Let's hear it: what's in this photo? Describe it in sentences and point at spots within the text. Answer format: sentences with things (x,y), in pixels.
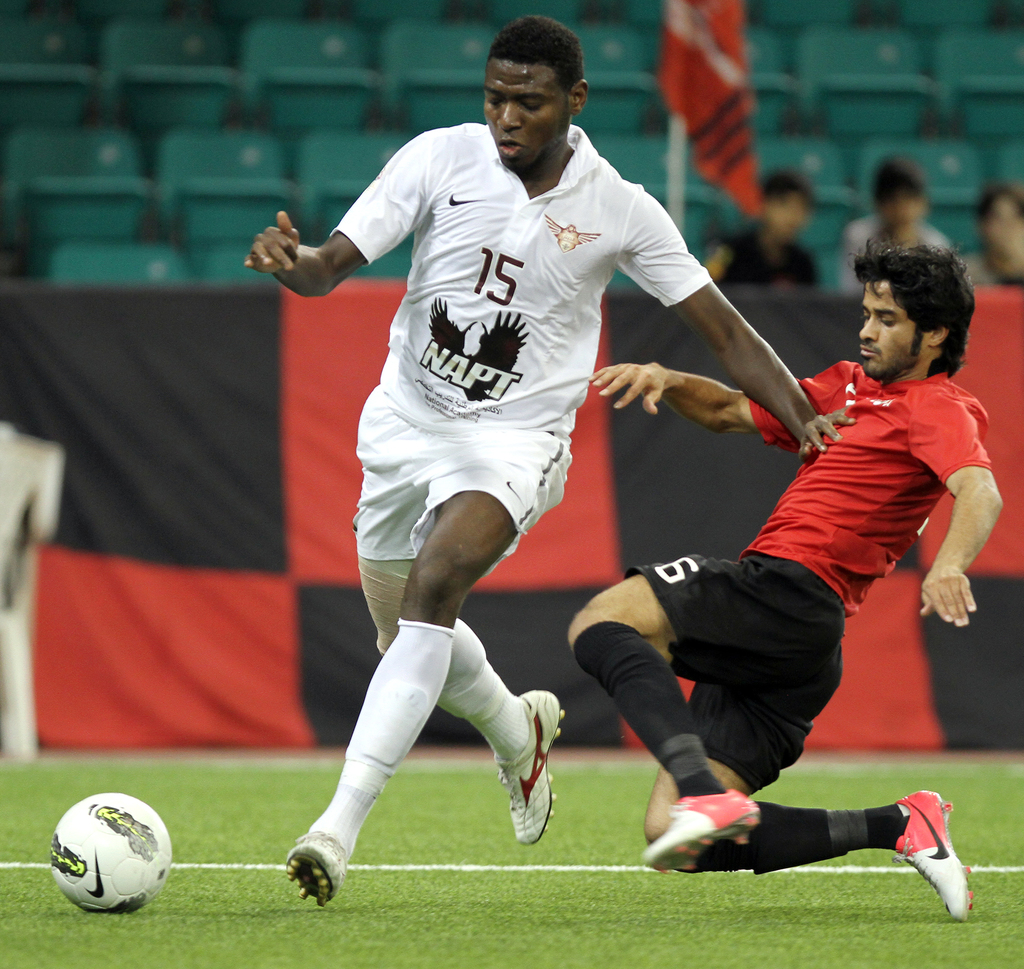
In this picture there is a man (477,308) who is wearing white dress (499,357). Beside him we can see another man (924,441) who is wearing red t-shirt (800,560), short (742,647) and shoe (716,815). Both of them are running to hit the football (138,890). At the bottom (742,907) we can see the grass (742,919). In the background (702,106) we can see the stadium (80,175), flag (745,192) and cloth (762,308). At the top right corner (1005,216) there are three persons (1023,223) sitting on the chair (830,183).
